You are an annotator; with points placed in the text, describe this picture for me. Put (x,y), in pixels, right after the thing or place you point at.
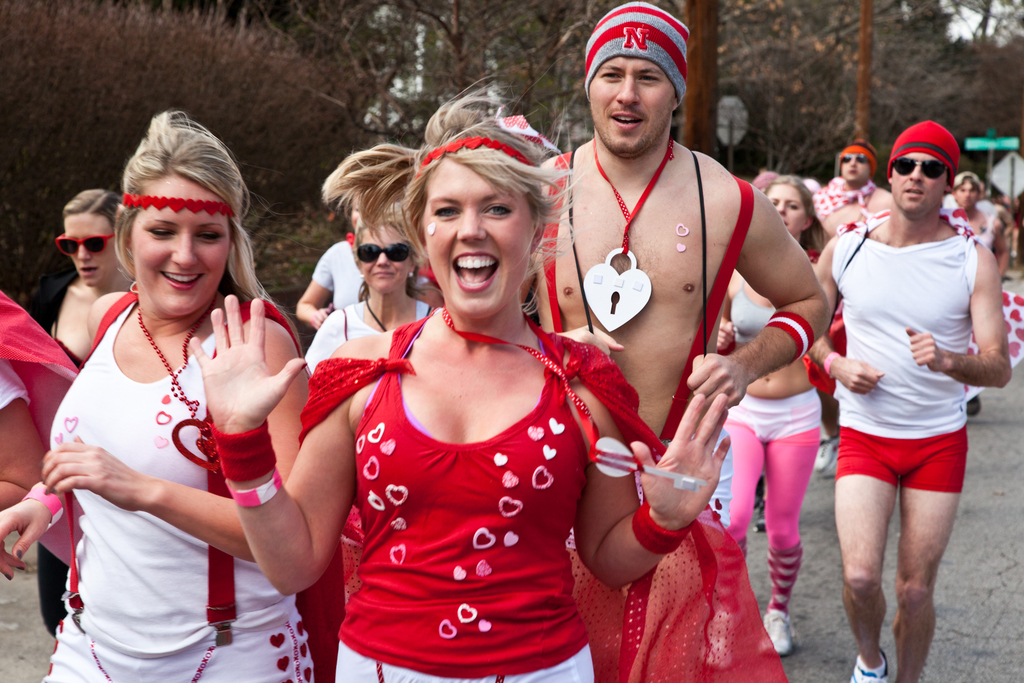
In this image I can see the group of people (591,434) with red, white and pink color dresses (519,440). I can see few people (860,171) are wearing the goggles (942,173). In the background (302,113) I can see many trees (760,80), boards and the sky (958,35).
